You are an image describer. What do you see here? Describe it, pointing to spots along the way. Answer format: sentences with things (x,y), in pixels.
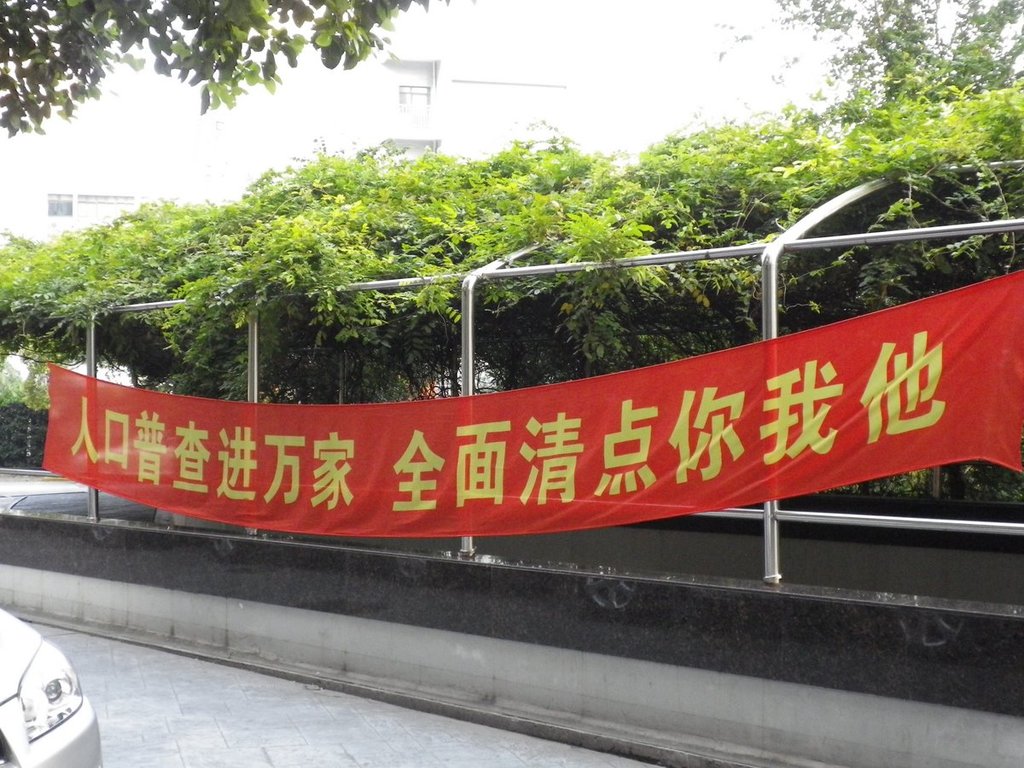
In this image there is a car (61,672) on a road (340,725), beside the road (385,760) there is fencing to that fencing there is a banner (244,439) on that banner (363,487) there is some text (912,388), in the background (407,274) there are trees (307,185).
